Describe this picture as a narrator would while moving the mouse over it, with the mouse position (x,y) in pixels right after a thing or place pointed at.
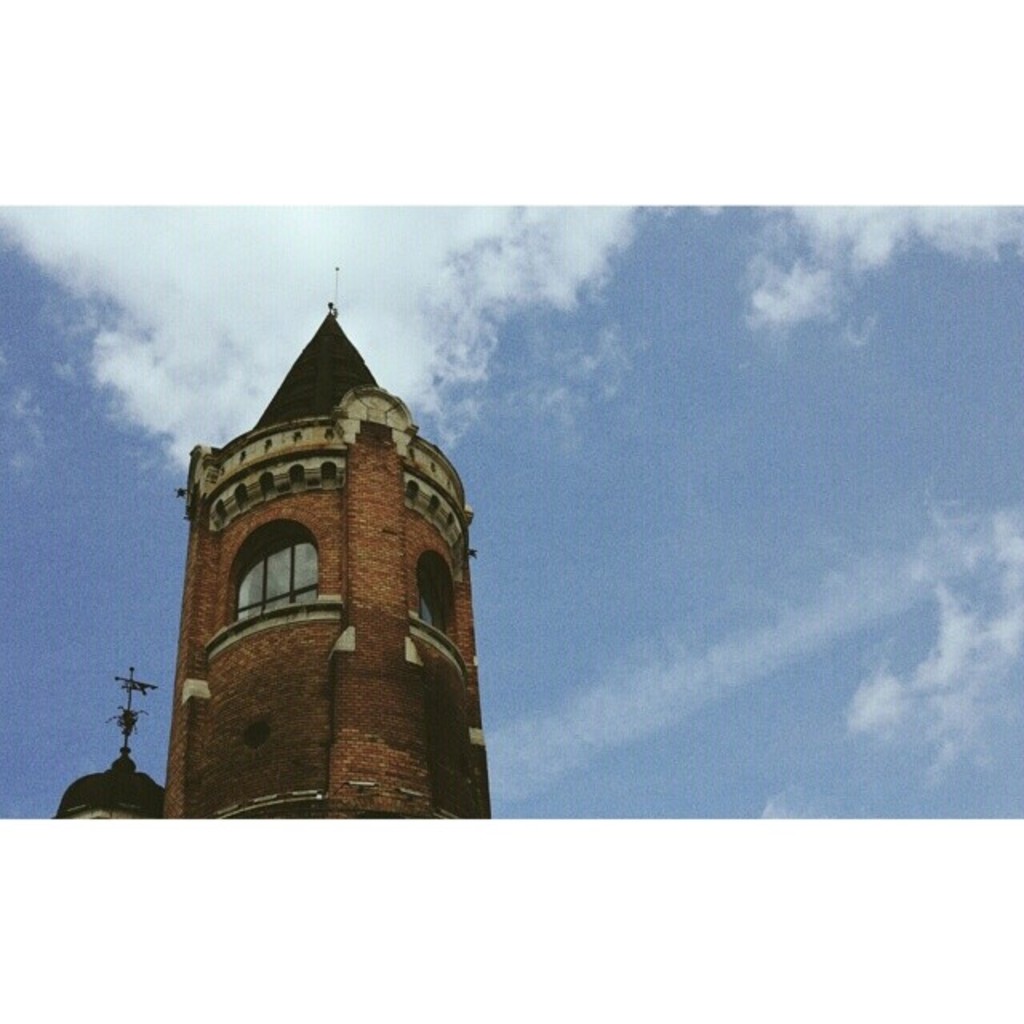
In the image we can see there are buildings (406,588) and there is a cloudy sky (616,564). The building (340,594) is made up of red bricks (371,651).
